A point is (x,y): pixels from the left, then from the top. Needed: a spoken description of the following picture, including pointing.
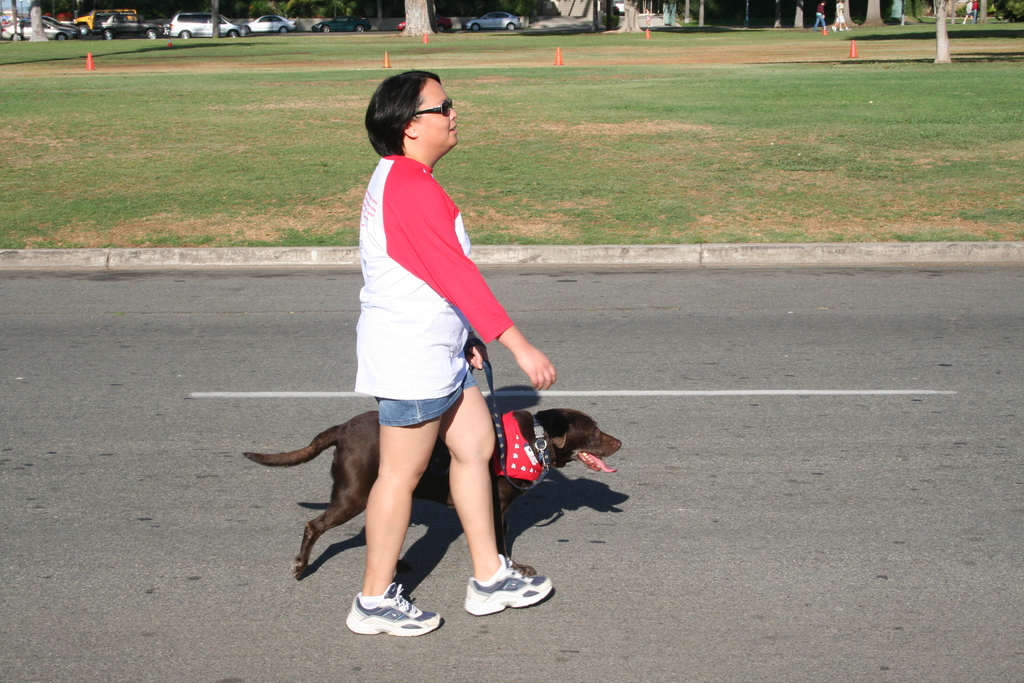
In this image we can see a woman (453,452) holding a dog (519,447) with its leash (526,488) walking on the road (526,546). On the backside (726,241) we can see some grass (582,105), divider poles (852,41), cars (223,21) parked aside and the bark (213,13) of the trees (423,23). We can also see some people (836,28) on the backside (837,10).
